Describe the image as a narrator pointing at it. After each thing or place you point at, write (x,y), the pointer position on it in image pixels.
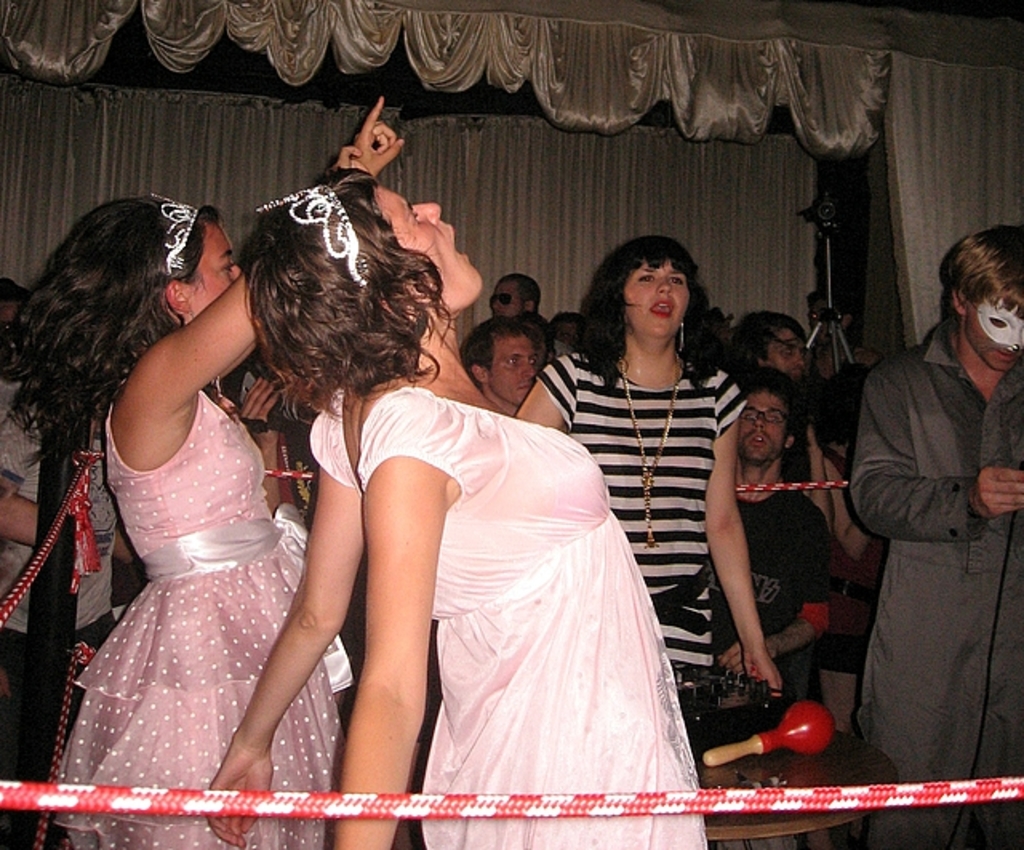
In this image we can see many people (497,835). We can see few rope barriers (457,810) in the image. There are few curtains (601,146) in the image. There are few objects (740,746) placed on the table (825,761). A person (974,308) is wearing a mask (1006,339) at the right side of the image (1002,344). There is a camera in the image.
